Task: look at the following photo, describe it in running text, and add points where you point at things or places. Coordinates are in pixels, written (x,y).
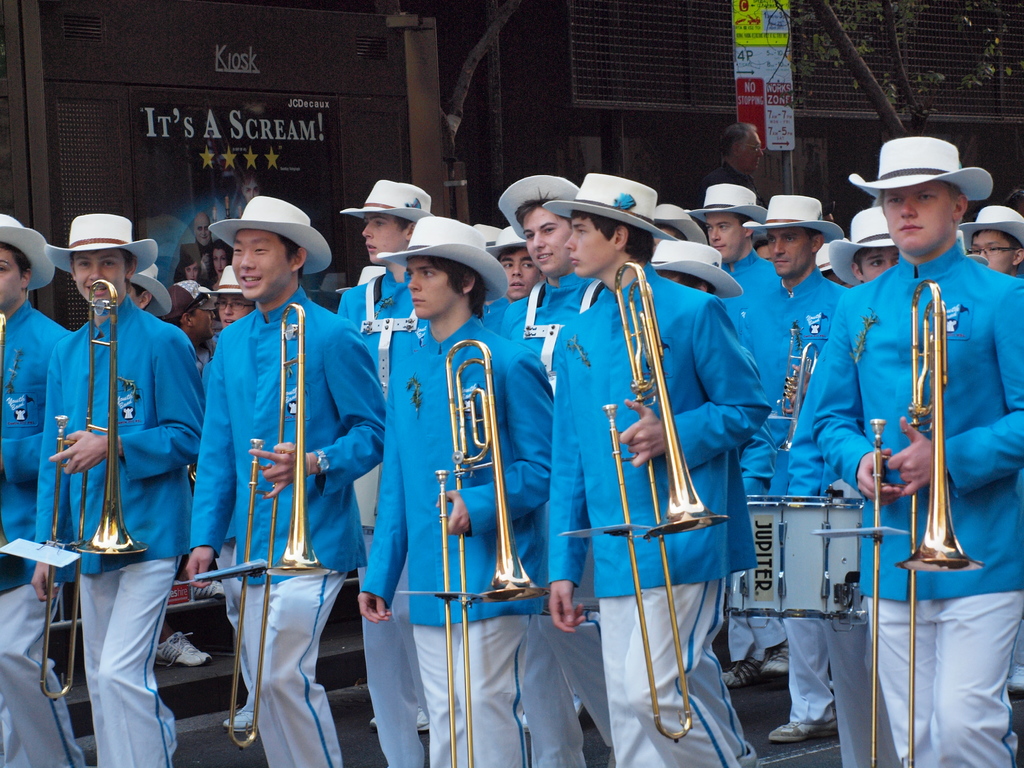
In the center of the image (376,262) there are people (547,314) wearing a blue color dress (583,404) and holding musical instruments (510,518) in their hands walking on the road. In the background of the image (399,52) there is a building (125,110). There is a tree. There is a pole (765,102). There is a poster (226,162).
